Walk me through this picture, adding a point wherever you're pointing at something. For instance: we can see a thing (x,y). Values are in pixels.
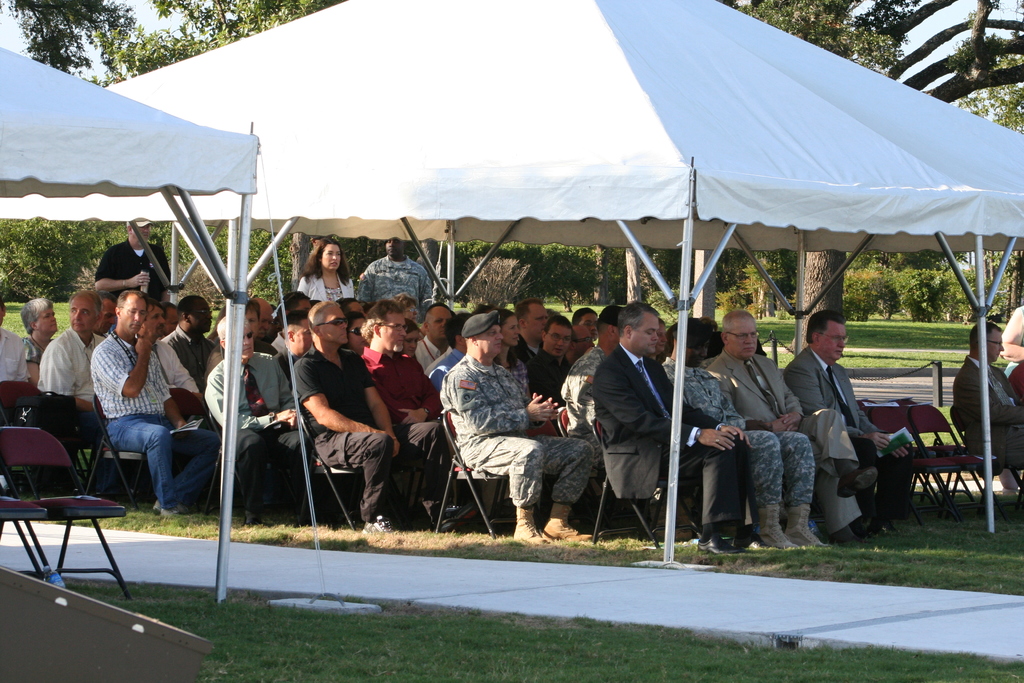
Group of people (202,358) sitting on the chair (45,434). These persons (364,278) standing. There is a tent (641,188). This is grass (301,645). On the background (497,271) we can see trees (155,46), sky (155,25). We can able to see chairs (956,440).
